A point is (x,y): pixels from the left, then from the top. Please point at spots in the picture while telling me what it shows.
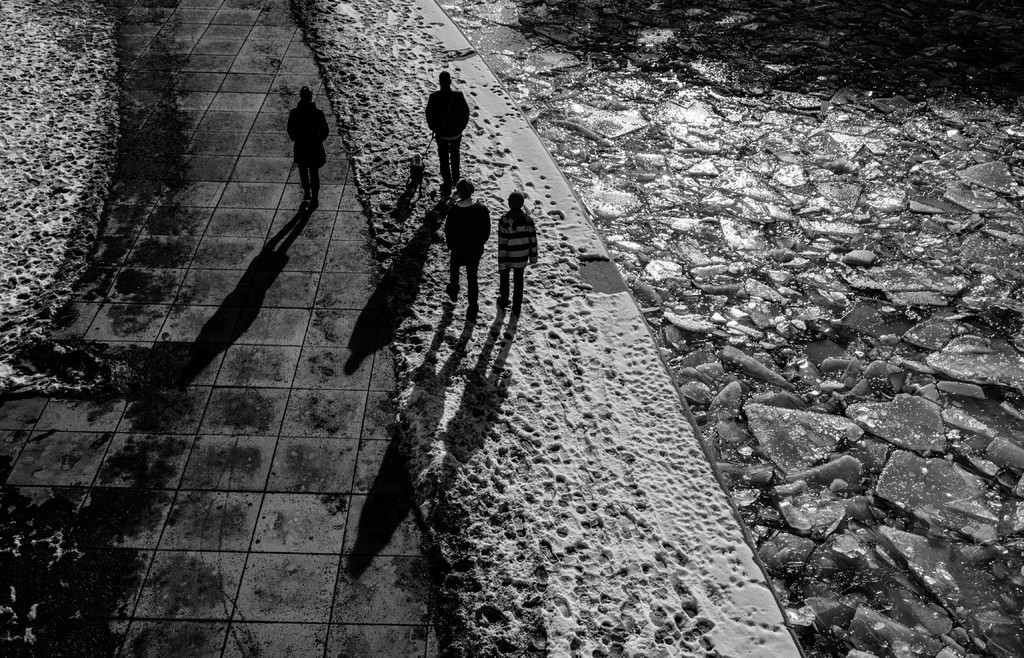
In this picture I can observe some people (479,222) walking on the land (360,114). On the right side (841,242) I can observe broken ice (712,190) on the water (712,190) This is a black and white image.
